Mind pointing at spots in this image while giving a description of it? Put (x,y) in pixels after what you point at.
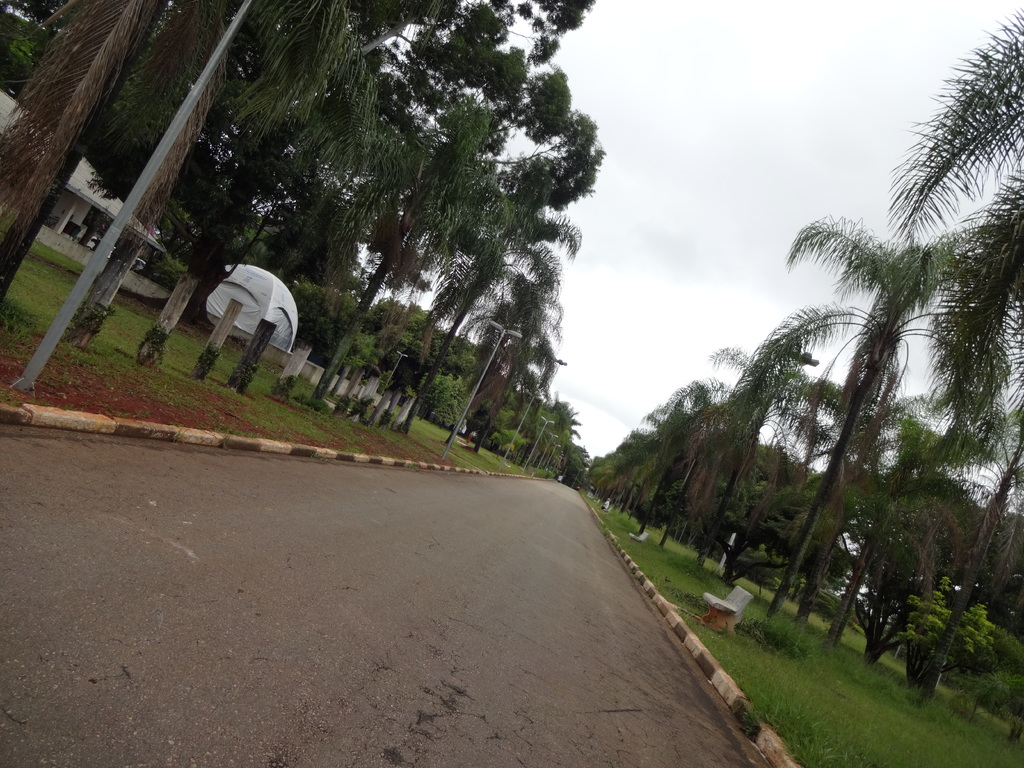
In this picture we can see road (429,603), bench (720,622), light poles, wooden poles (221,338), trees (961,604), grass (278,416), pillars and tent (269,282). In the background of the image (688,380) we can see the sky (663,394).
